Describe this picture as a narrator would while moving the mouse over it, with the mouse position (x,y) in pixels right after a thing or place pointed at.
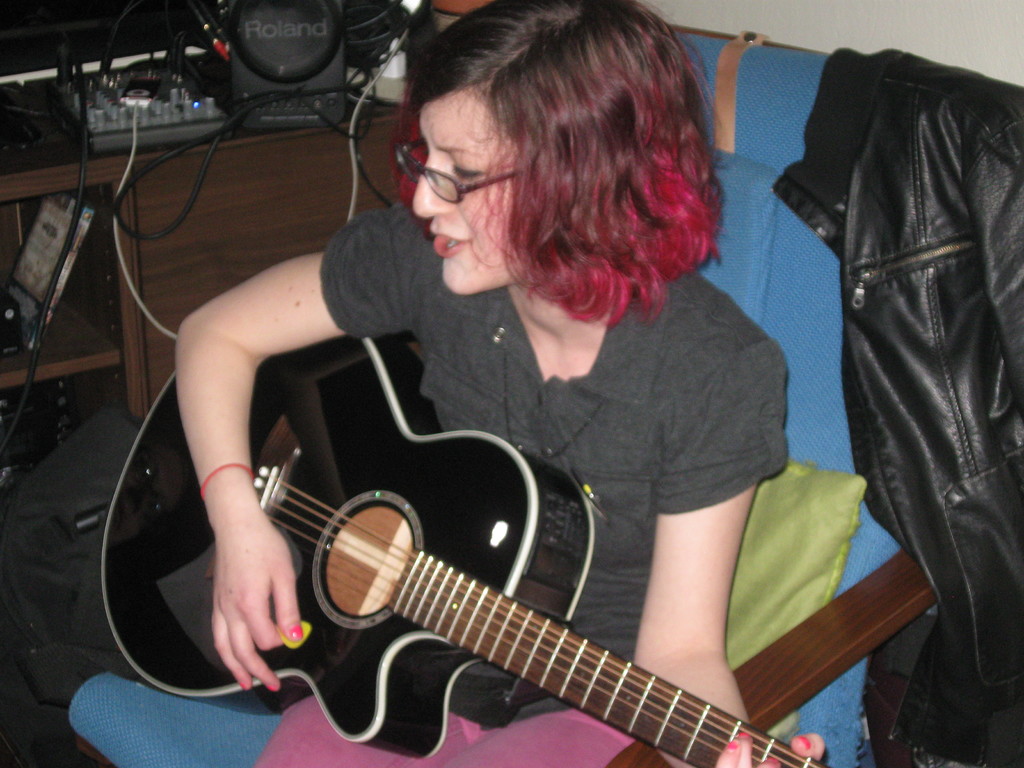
This picture shows a woman (680,551) seated and playing guitar (306,355) and singing and we see spectacles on her face (501,252) and we see a chair (764,136) and a pillow (802,481) and a leather jacket (849,240) and we see a table (144,317) on the left (298,231).
